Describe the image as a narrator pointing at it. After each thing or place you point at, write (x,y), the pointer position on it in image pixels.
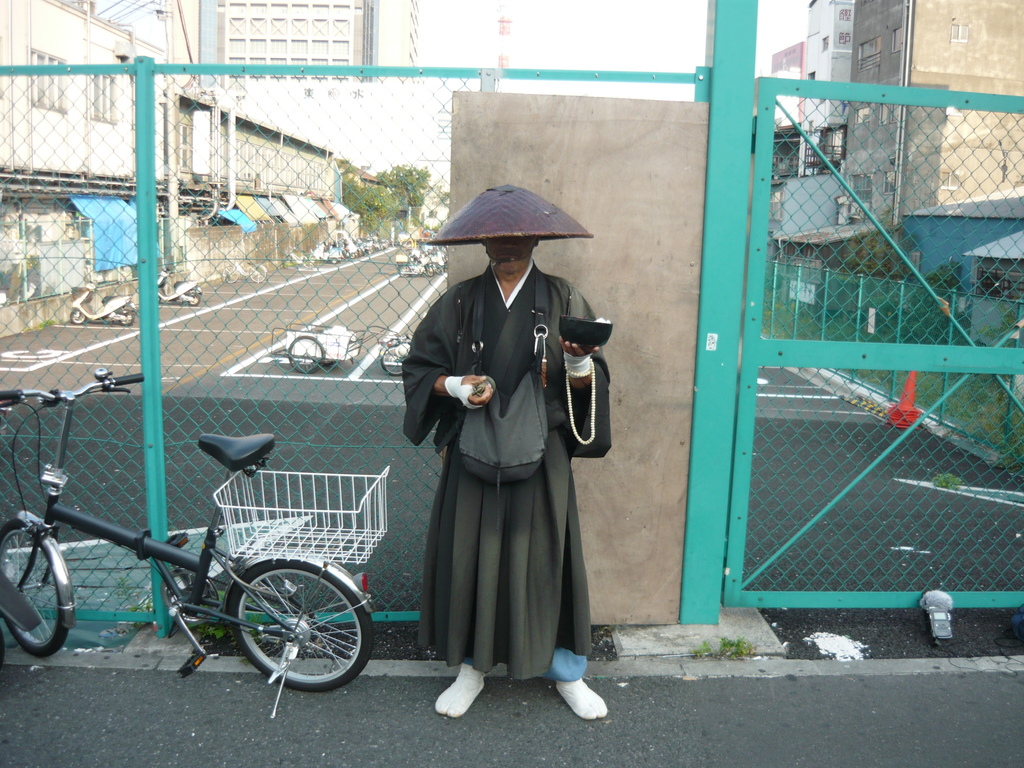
In this image we can see a person (545,408) wearing black color dress (524,361) holding a bowl (600,325) in his hands (597,348) and also wearing cap (493,198) and at the background of the image (288,255) there is fencing (195,68) and some vehicles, buildings (63,123) and trees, at the foreground of the image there is bicycle (69,393).
